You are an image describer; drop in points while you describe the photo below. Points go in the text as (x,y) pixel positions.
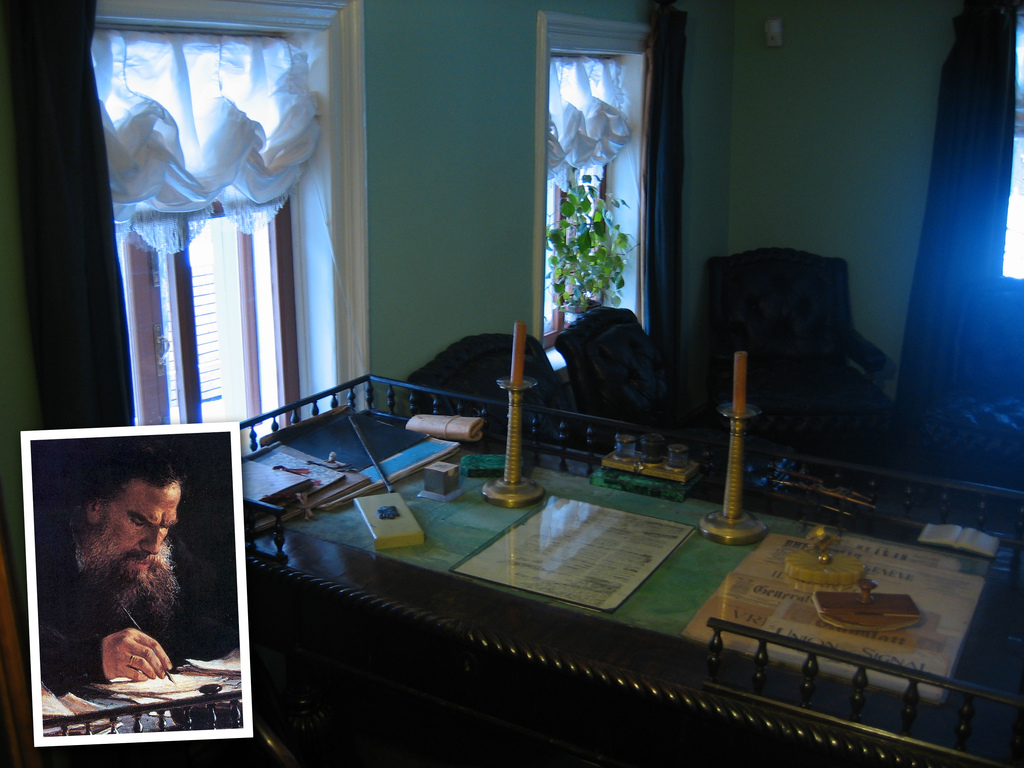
In this image, we can see a table (582,641). On top of that, we can see few objects (771,609), stands (732,511) with candle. Background (410,260) we can see chairs (742,257), walls (374,232), windows (625,272), curtains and house plant (615,244). On the left side (185,684) bottom of the image (168,674), we can see a photograph (150,640). In that photograph (89,633), we can see a person (140,592) is holding an object (165,666).
